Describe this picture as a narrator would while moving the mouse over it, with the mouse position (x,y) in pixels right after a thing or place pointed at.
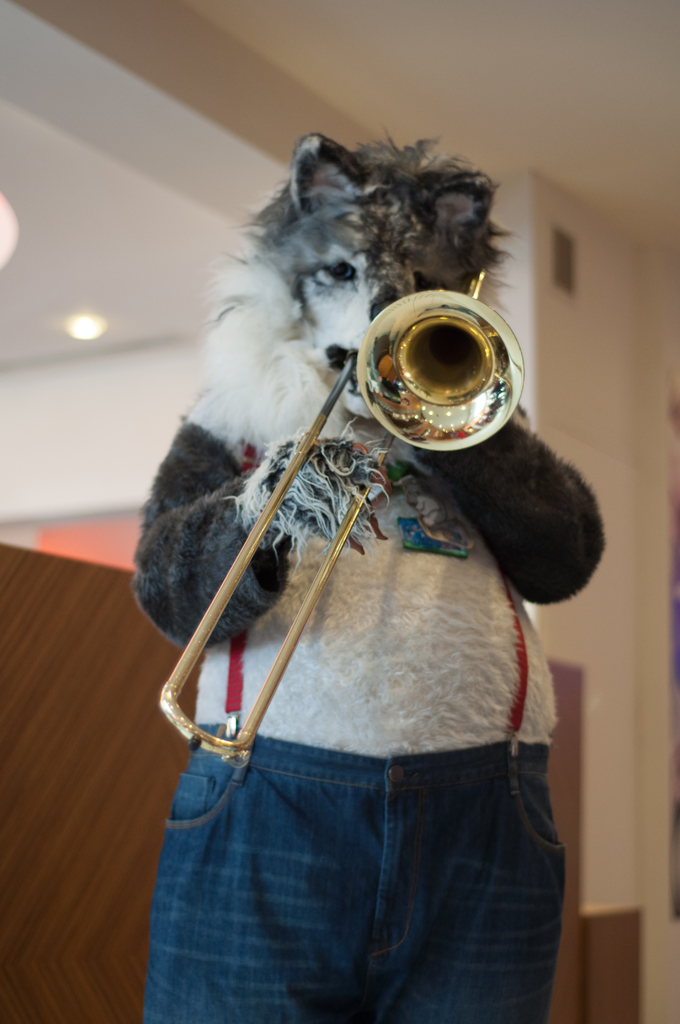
In this image we can see a person (386,624) is wearing animal costume (359,728) and holding musical instrument (449,340). Behind white color roof (561,121) and brown wall (106,667) is present.
